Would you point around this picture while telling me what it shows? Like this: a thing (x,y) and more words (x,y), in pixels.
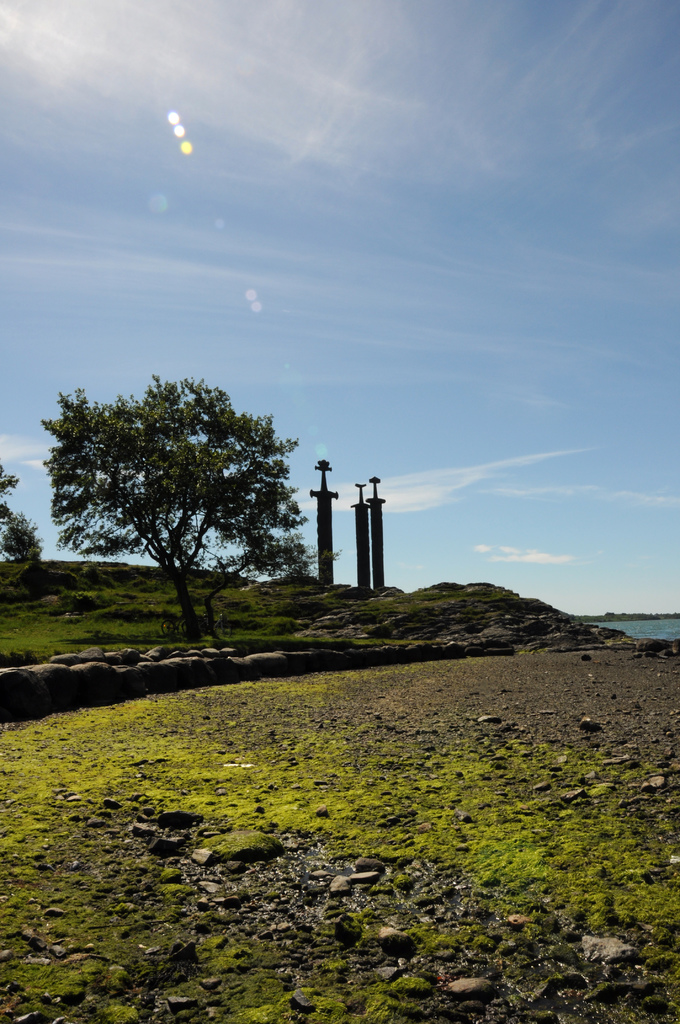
In this image, we can see the ground (375,902) with some objects (173,652). We can also see some grass (364,605), trees (29,555) and poles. We can see some water (676,629). We can also see the sky (644,598) with clouds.
